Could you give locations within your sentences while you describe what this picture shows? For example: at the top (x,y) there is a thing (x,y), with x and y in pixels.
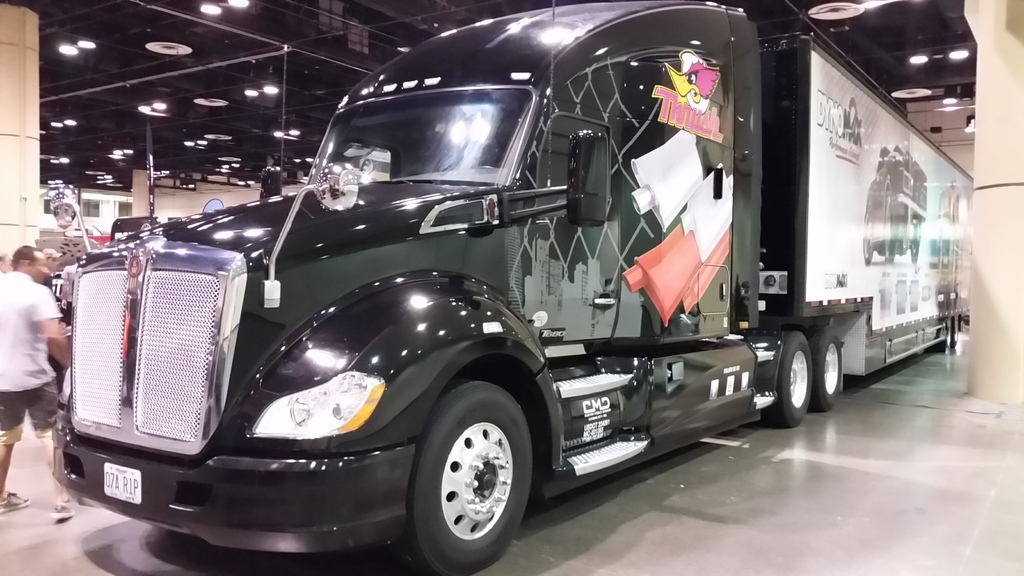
This picture shows the inner view of a building (357,35). There are some pillars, some lights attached to the ceiling (257,12), some people (28,358) standing, one vehicle (70,205), some objects (89,234) are on the surface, some stickers (691,246) and text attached to the vehicle (489,107).
